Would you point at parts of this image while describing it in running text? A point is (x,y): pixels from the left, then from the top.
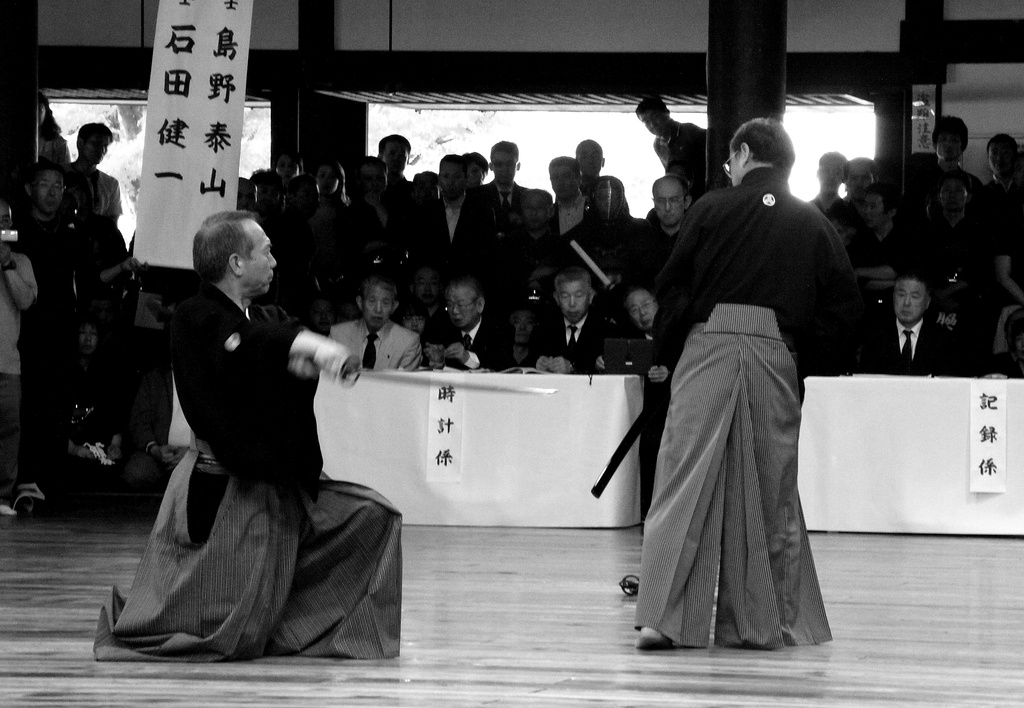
This image is taken indoors. At the bottom of the image (481,650) there is a floor (94,567). In the background (127,338) many people (983,209) are standing on the floor (493,641) and a few people (458,358) are sitting on the chairs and there is a table (473,412) with a table cloth (603,436) and a few things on it. In the middle of the image (682,466) there are two men (661,465) and there is a banner (182,145) with a text (229,57) on it. At the top of the image (820,38) there is a wall (364,46) with pillars (297,116).
